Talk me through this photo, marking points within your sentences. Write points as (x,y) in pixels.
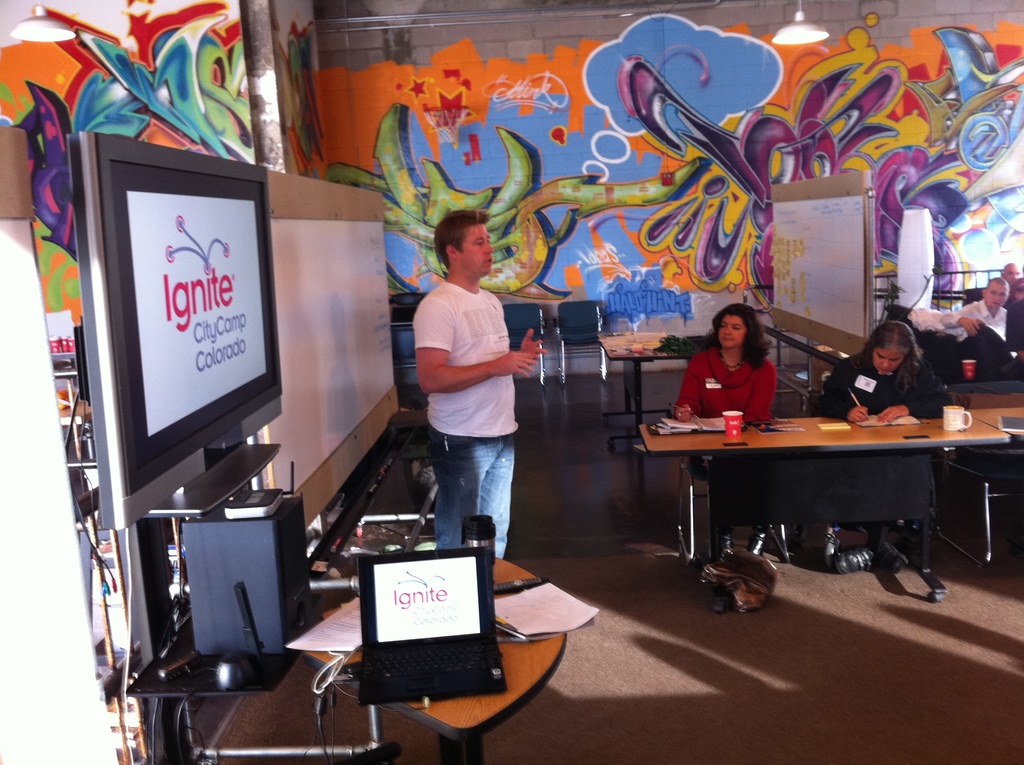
This image is taken inside a room (800,628). There are few people (461,465) in this room (959,661). In the middle of the image (481,338) a man (475,467) standing and talking. In the left side of the image (102,446) there is a screen (165,309) with text (185,289) on it, speaker box (215,594), laptop (374,625) and few papers (567,623) on the table (468,709). In the right side of the image (910,400) few people (701,356) are sitting on the chairs (1012,447) and there is a table (757,443) with few things (952,427) on it. In the background (953,185) there is a wall (610,166) with graffiti (840,166) on it. At the top of the image (796,16) there is a light (806,37).
